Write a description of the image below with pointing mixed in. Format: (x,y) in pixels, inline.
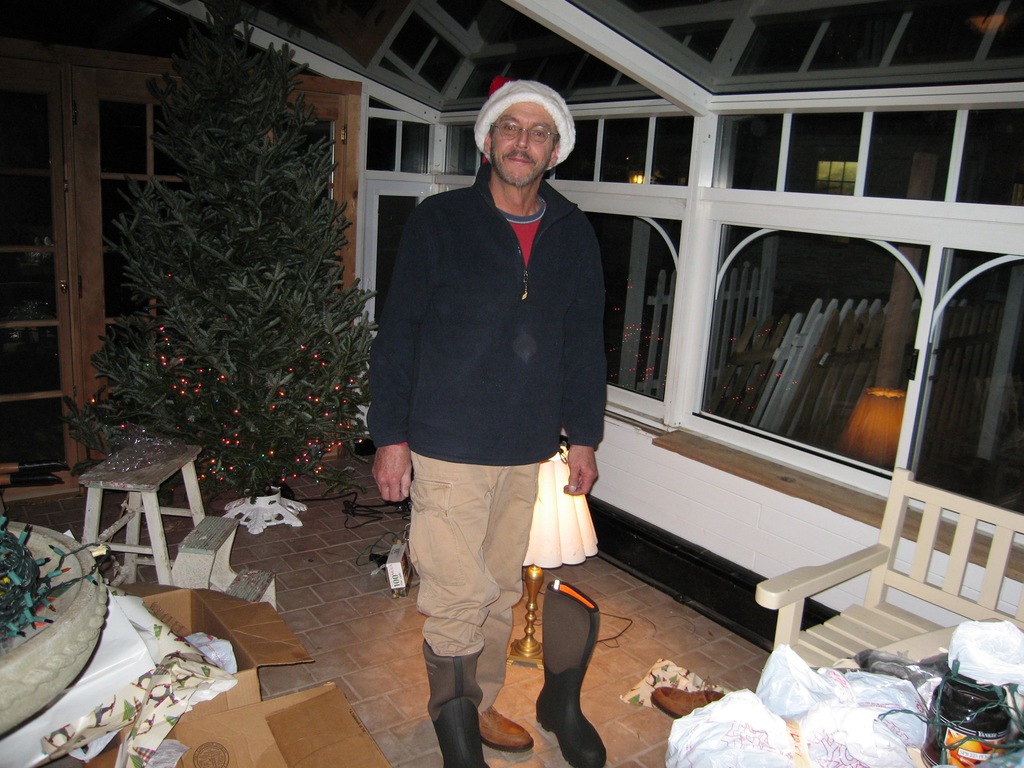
This is a picture of the inside of the house (405,171), In this picture in the center (475,361) there is one man (468,526) who is standing and on the right side (825,339) there is a window (667,279) and chair (871,637) and some covers (890,725) and one box (939,715). And on the left side (240,247) there is one tree (234,319) and in the background (130,154) there is a glass window (112,237), and on the floor (620,660) there is one stool (221,547), box (185,593), plant (88,614) and some boxes (224,608) and wires (63,583) and also some shoes (553,701).
